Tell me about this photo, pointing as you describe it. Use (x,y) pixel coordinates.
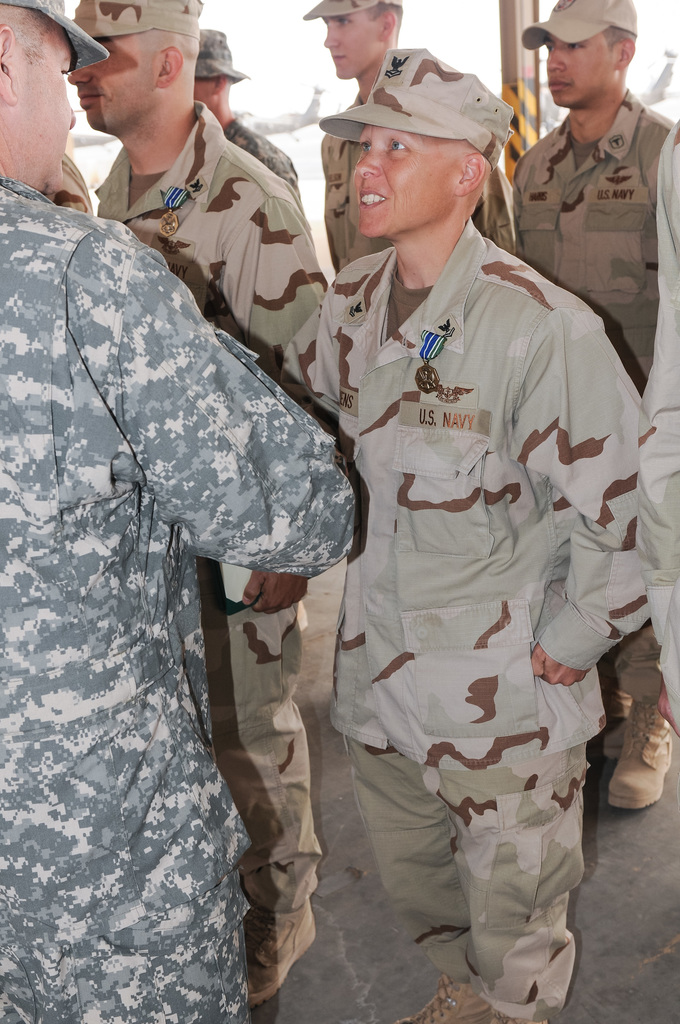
In this image there are people (465,412) standing on a floor (631,844).
